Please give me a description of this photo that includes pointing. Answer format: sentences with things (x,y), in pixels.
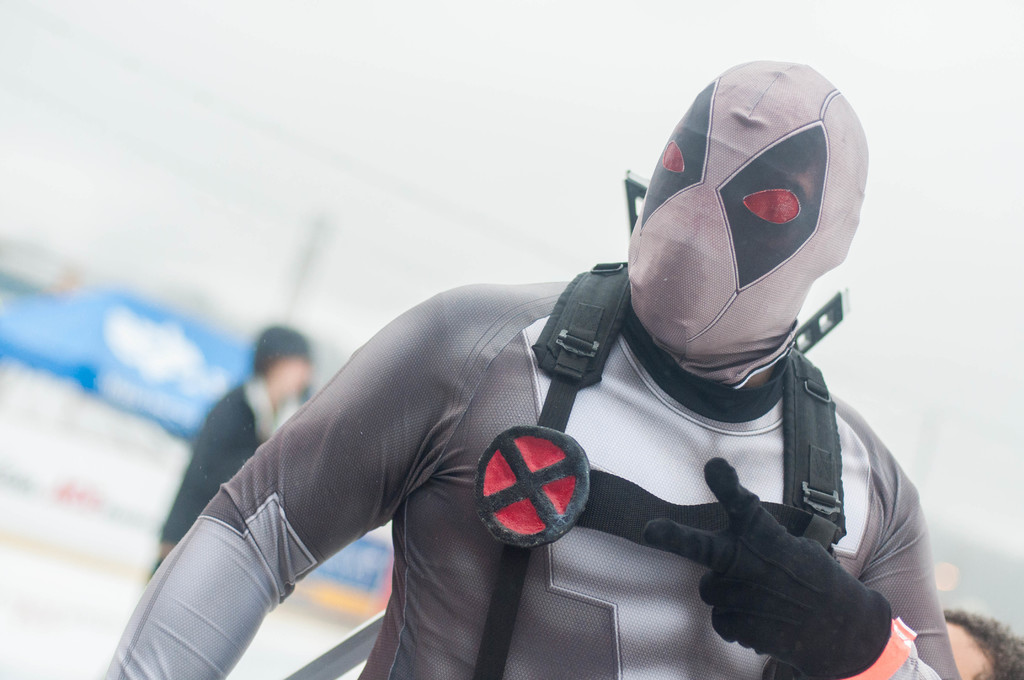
In front of the image there is a person (711,274) wearing a mask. Behind him there are a few other people (968,641). In the background of the image (85,406) there is a building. At the top of the image (378,47) there is sky (415,33).
